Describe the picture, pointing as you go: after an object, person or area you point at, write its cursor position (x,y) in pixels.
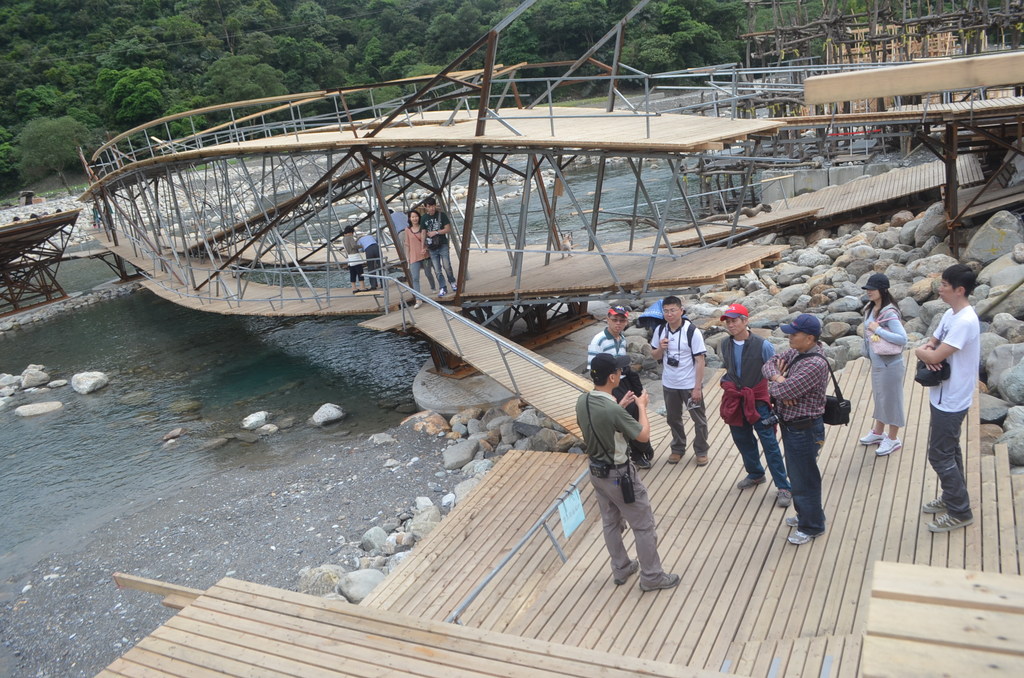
In this image I see the bridge (570,269) over here and I see the platform (372,636) over here and I see few people (623,308) and I see the stones (1014,430) and I see the water (72,353). In the background (36,66) I see number of trees (606,31) and I see the iron rods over here.
